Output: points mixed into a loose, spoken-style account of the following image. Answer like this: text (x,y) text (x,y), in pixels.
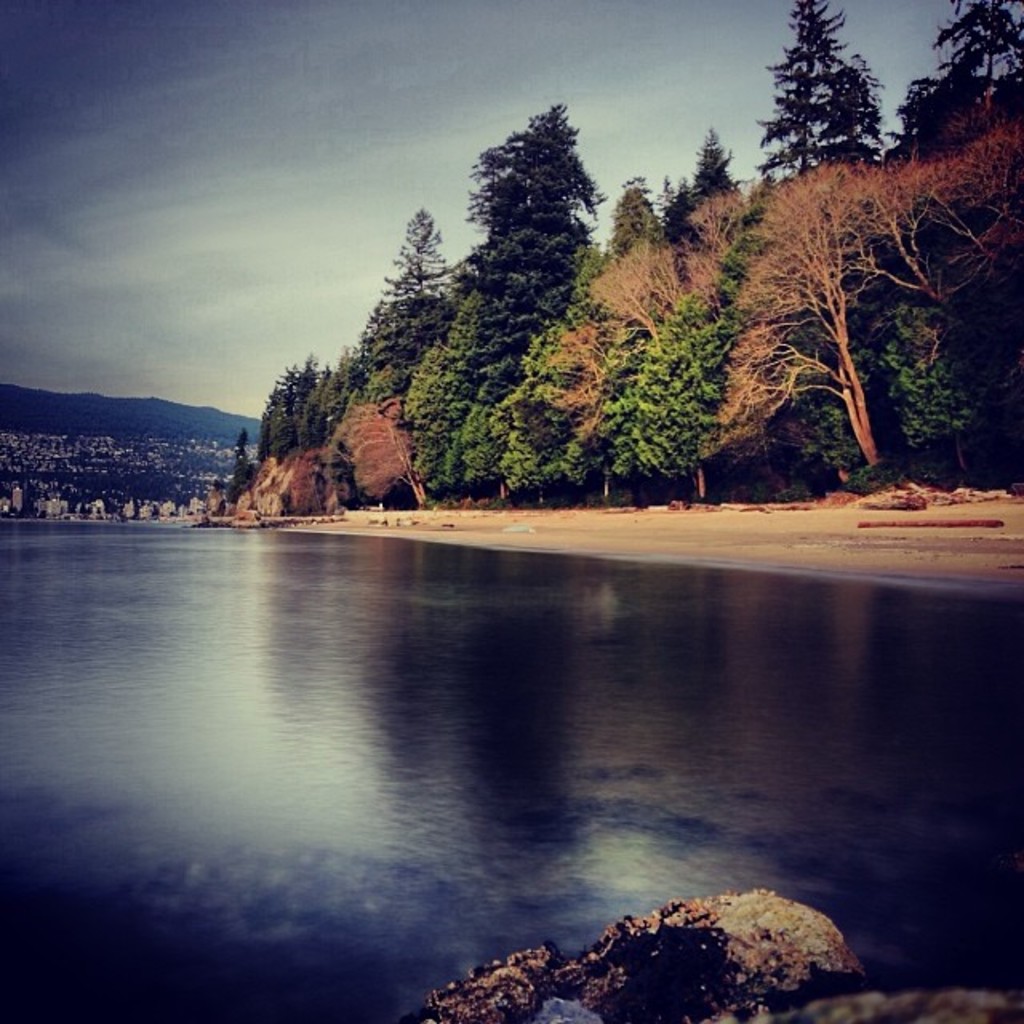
In this image at the bottom (190,710) there is a sea (640,808) and in the background (759,367) there are some trees (587,407), and, buildings (36,442) and mountains (140,442). At the top of the image (126,229) there is sky (211,289).
